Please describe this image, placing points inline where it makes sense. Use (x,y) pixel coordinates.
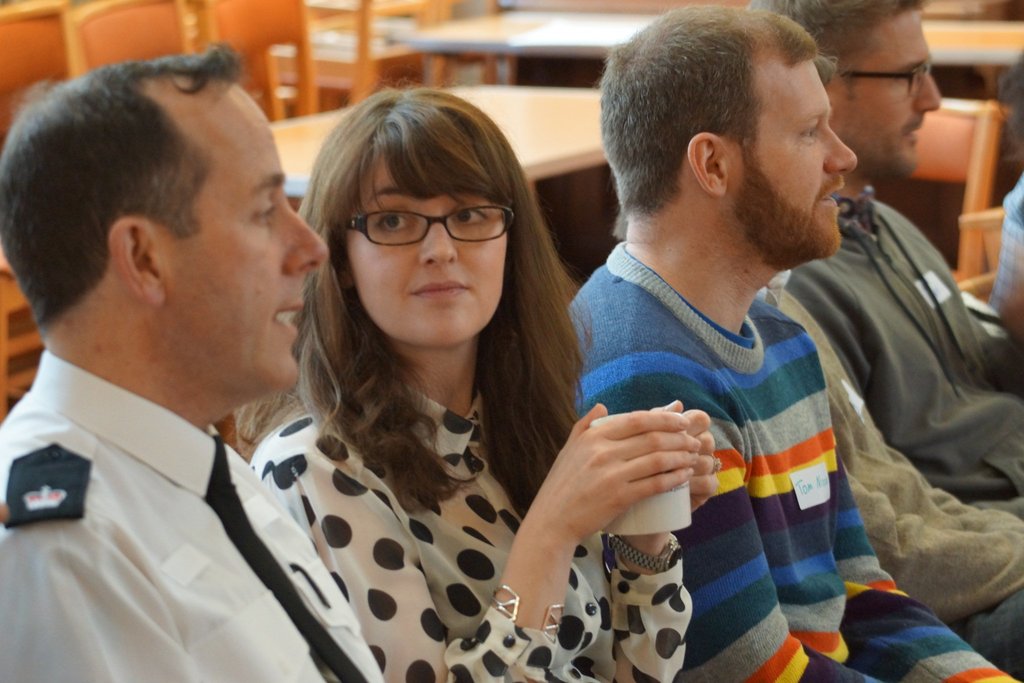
In this picture we can see a group of people (606,443) and in the background (517,54) we can see tables (578,24), chairs (121,14).
